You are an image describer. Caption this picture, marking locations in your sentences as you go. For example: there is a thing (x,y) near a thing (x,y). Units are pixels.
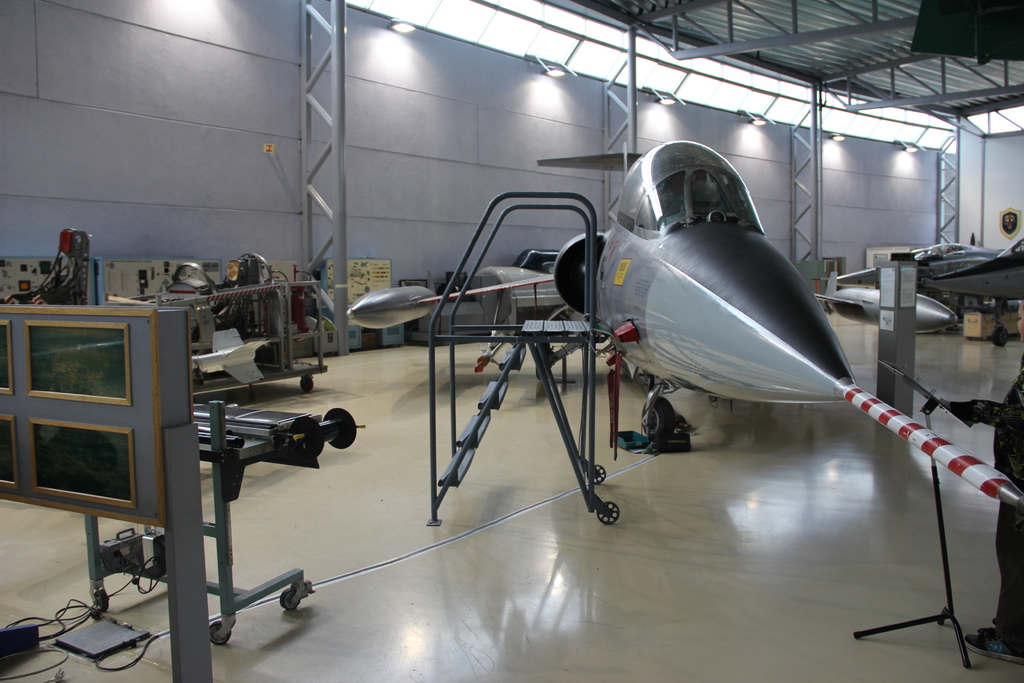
In this image we can see the inner view of a room (544,247). In the room (516,118) we can see walls (215,78), electric lights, iron grills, spare parts (238,464), ladder (517,327) and air crafts (691,340).
